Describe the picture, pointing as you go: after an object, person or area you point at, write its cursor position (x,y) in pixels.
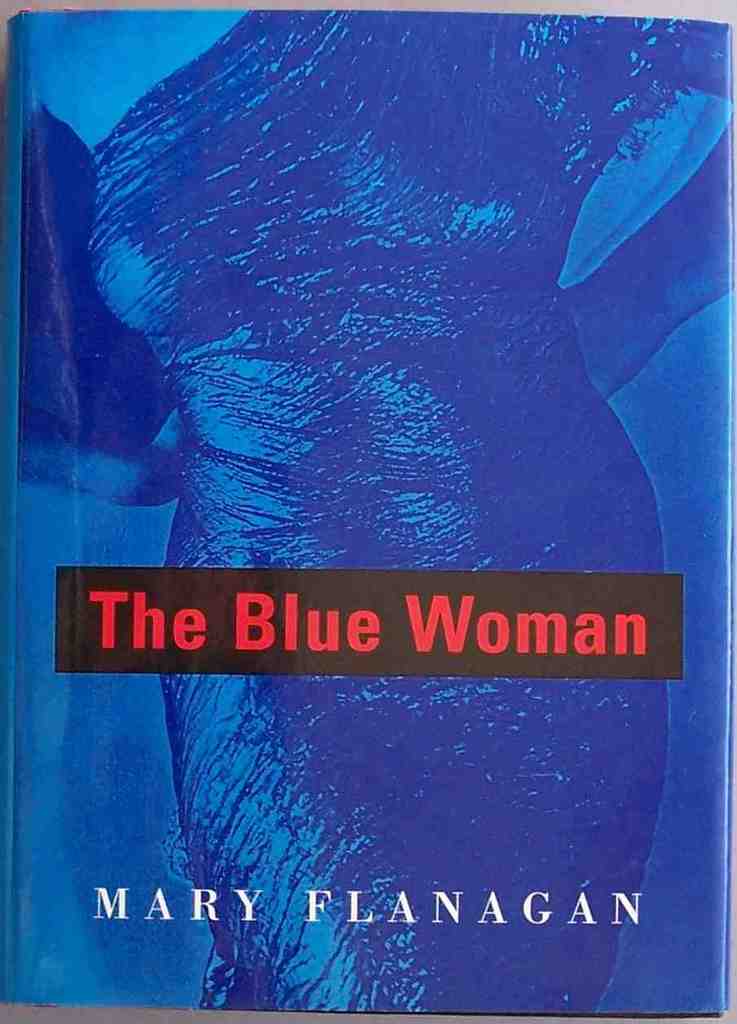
This image consists of a book (141,632). The book (357,367) is in blue color and on this I can see a person (458,831) and some text (289,646).
